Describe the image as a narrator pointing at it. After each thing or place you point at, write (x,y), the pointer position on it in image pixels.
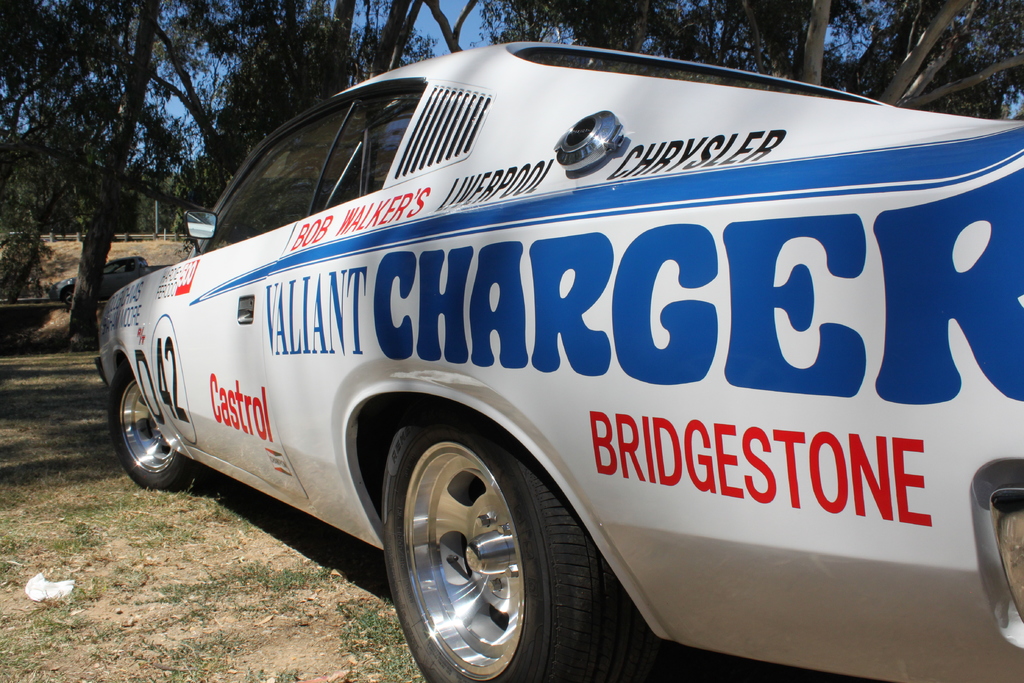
In this image we can see a car (431,288) with a text (699,334). In the background (297,51) there are trees (824,28). Also there is sky (422,32). On the ground (182,542) there is grass (248,621). Also we can see a vehicle (116,273) in the background (116,273).
